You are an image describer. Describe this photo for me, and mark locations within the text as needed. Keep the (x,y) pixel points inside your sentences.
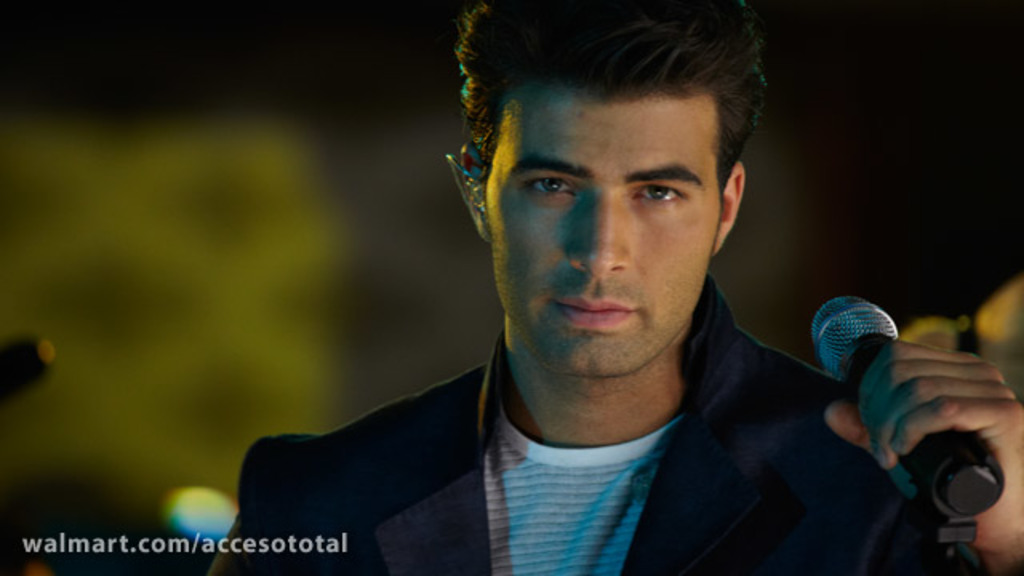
A man (461,29) is posing to camera holding a mic (935,437) in his hand (935,423).
